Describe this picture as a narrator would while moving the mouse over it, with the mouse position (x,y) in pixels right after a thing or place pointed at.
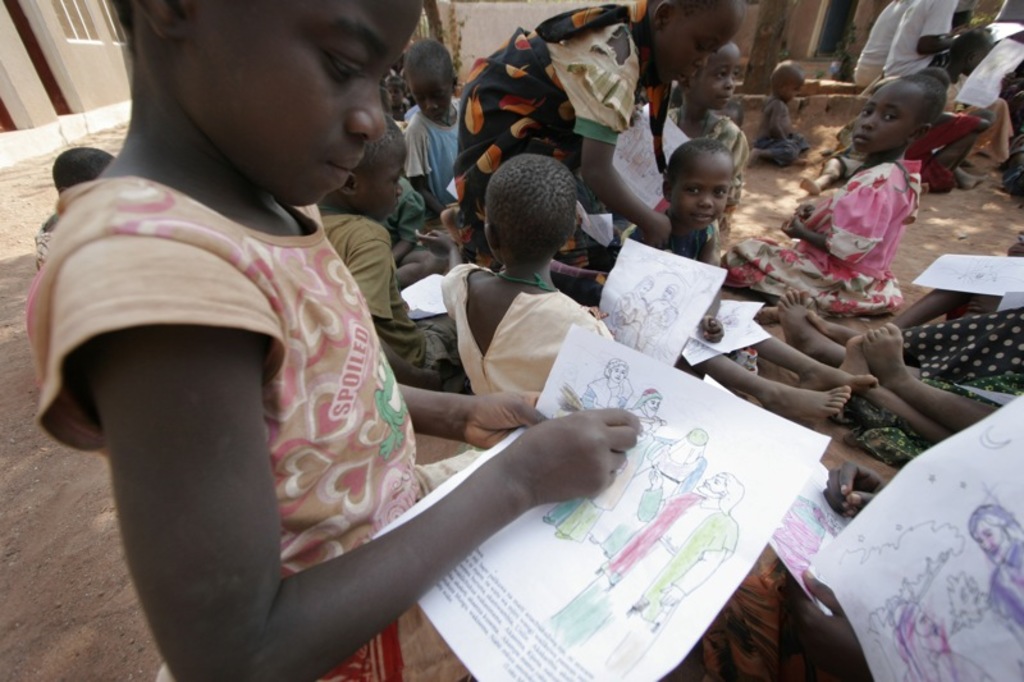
In this image we can see some children (558,219) and we can see some are sitting on the ground (917,277). We can see some children (709,129) are holding a paper (608,533) and there are some pictures (575,621) on the paper (771,505). In the background (4,123), we can see a tree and a building (836,55).
